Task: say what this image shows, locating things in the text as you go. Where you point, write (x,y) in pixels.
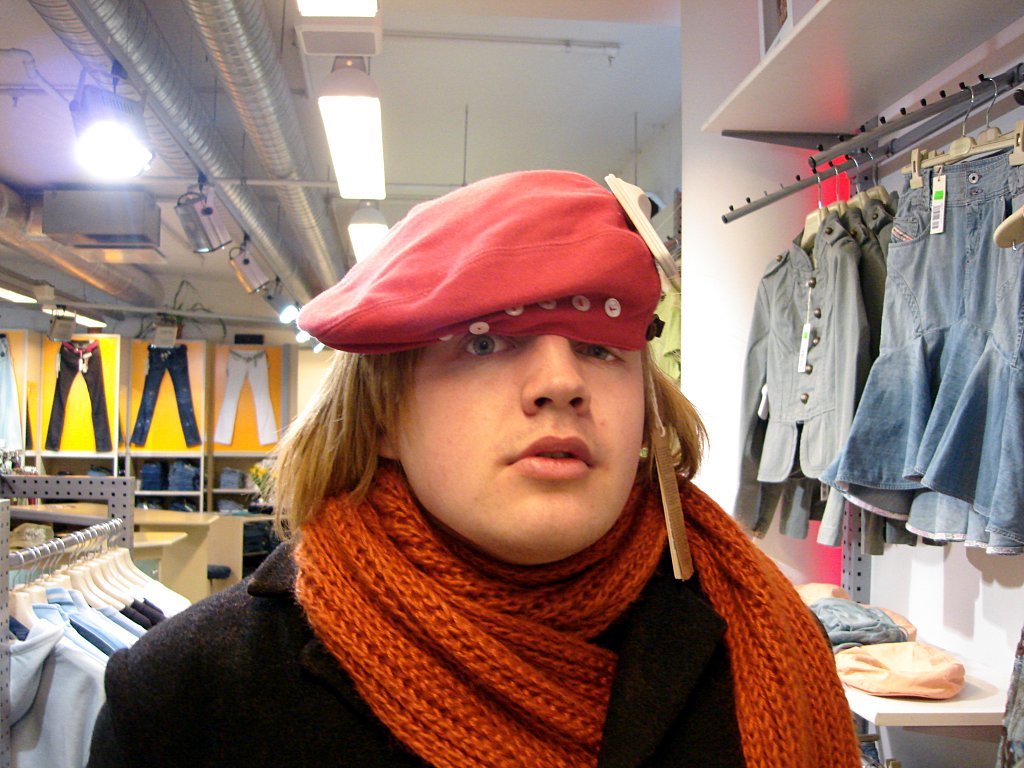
In this picture we can see a person (525,598) wearing a cap (612,235) and a scarf (538,640). We can see objects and clothes (10,389). We can see clothes (1004,328) hanging with the help of hangers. In the background (95,410) we can see pants (60,401) on the wall (56,352). At the top (361,187) we can see the ceiling (618,155), lights (318,98) and objects (174,102). On the right side of the picture (915,682) we can see objects (960,675) on the shelf (982,712).
